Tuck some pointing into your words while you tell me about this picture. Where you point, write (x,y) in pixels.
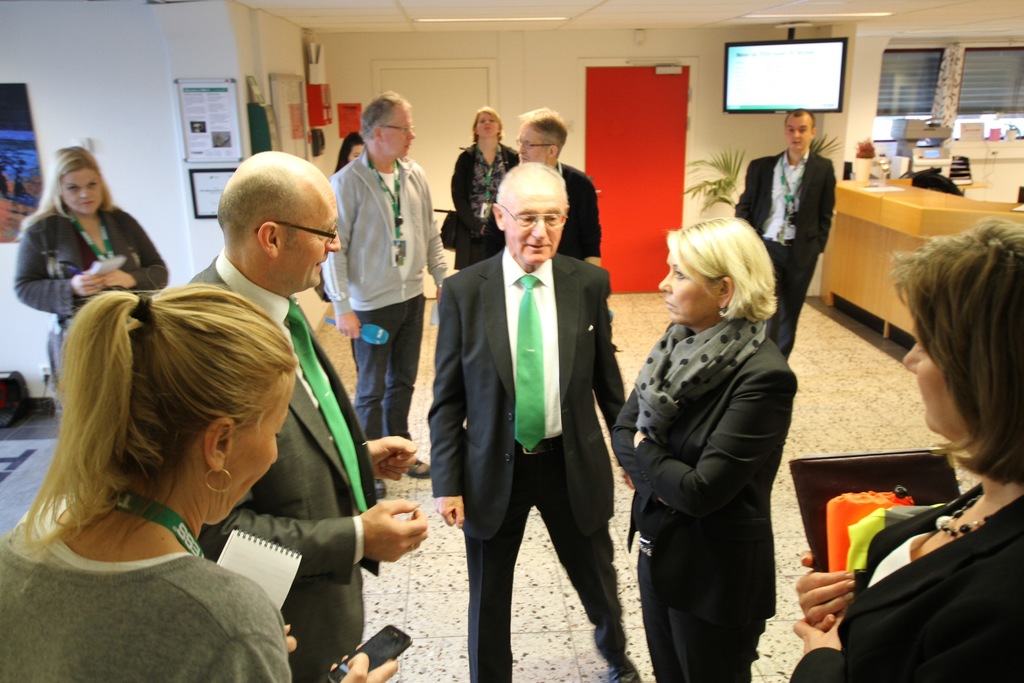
In this image, we can see people (480,376) standing and are wearing id cards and some are wearing scarves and there are people (199,459) holding some objects (248,533) in their hands (357,315). In the background (728,197), there are boards (276,116), frames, tv (772,81), a plant (732,183) and we can see some objects (886,164) on the table (896,199), there is a door (625,88), window (912,64) and there are lights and a wall (166,68). At the top (648,15), there is roof (699,11) and at the bottom (396,593), there is floor (829,398).
